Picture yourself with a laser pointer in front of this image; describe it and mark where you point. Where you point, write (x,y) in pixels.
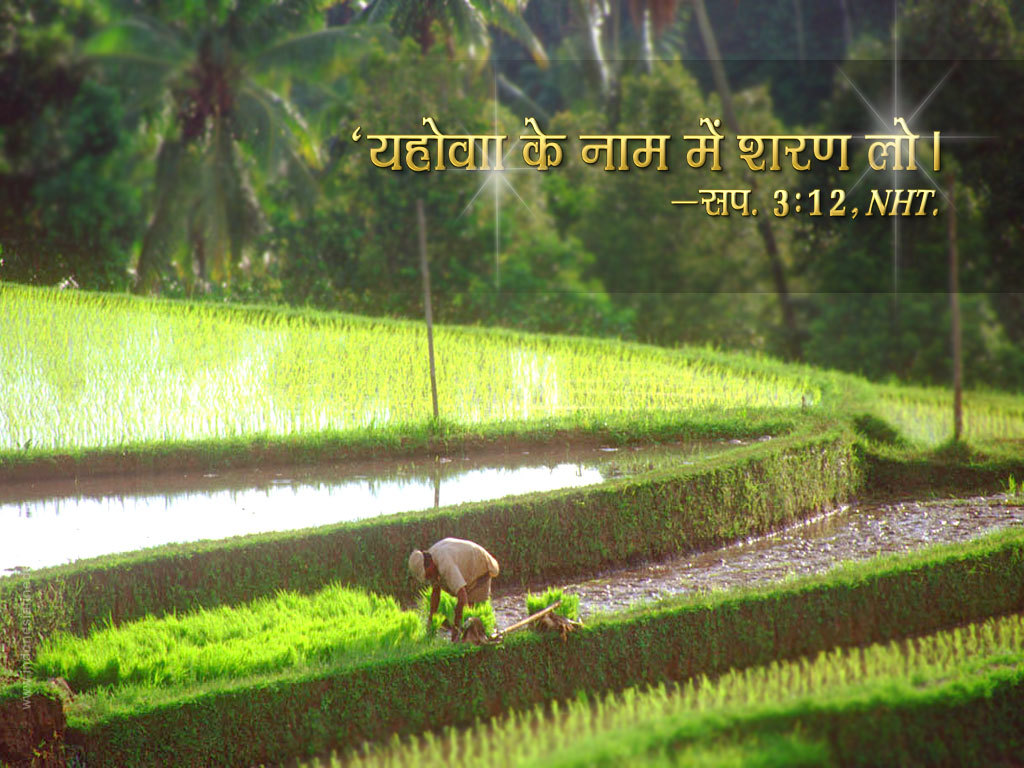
This image consists of fields (416,451). There is water (630,460) in the middle (549,478). There is a person (456,571) at the bottom (431,564). There are trees (591,222) at the top (311,204). There is something written at the top (414,160).
